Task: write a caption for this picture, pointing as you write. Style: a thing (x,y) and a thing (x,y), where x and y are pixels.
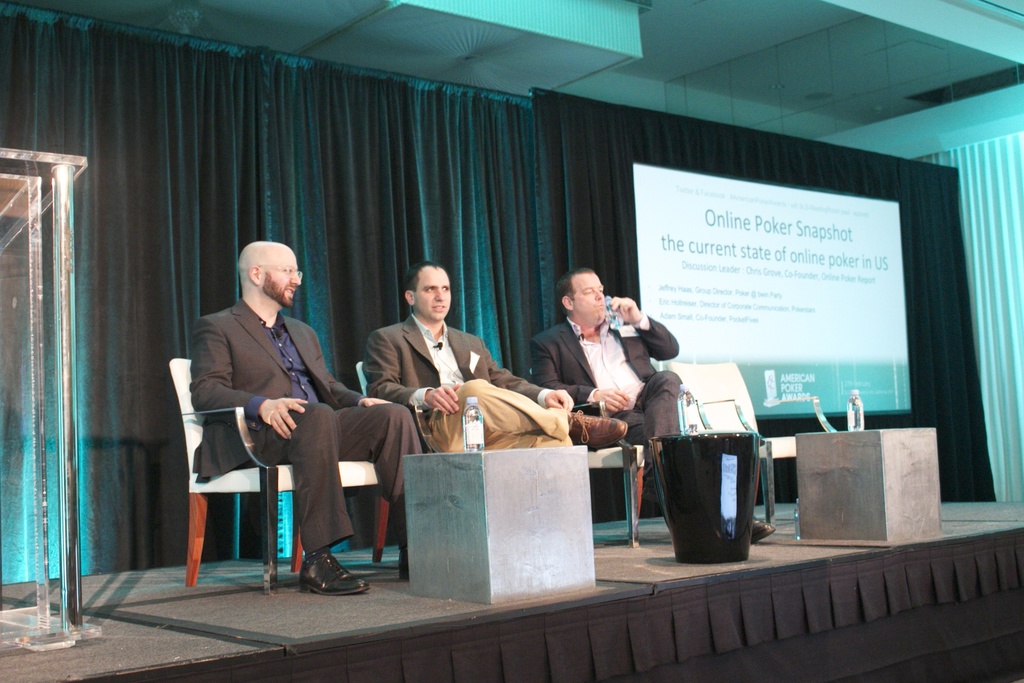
In this image, we can see three persons (455,372) wearing clothes (422,372) and sitting on chairs (270,479). There is a stage (581,593) at the bottom of the image (637,659). There is a banner (727,244) in the middle of the image (673,257). There is a podium (72,325) on the left side of the image (29,325). There are bottles (855,412) on tables (814,532).
